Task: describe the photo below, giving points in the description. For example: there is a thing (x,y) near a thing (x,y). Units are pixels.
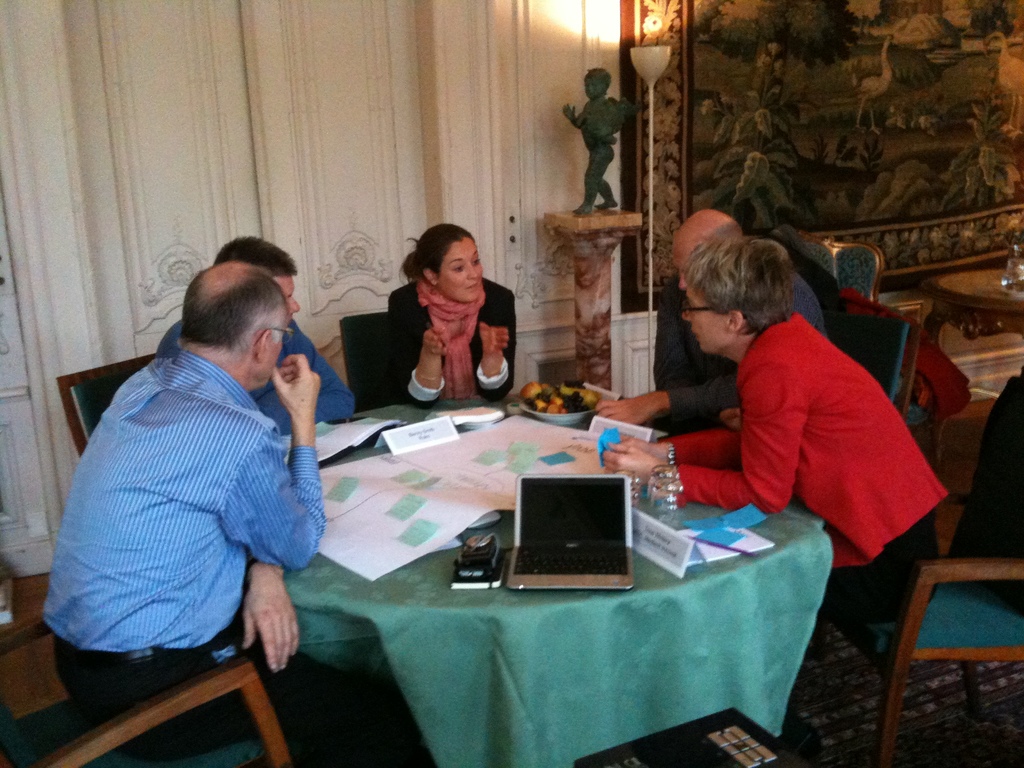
In the center (664,368) we can see few persons (659,420) were sitting on the chair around the table (583,611). On table (581,609) we can see tab (575,559), papers (435,499), book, fruits bowl (570,419), glasses (661,504) etc. Back we can see curtain (707,118), Statue (594,130) and some more tables (951,298) and chairs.
